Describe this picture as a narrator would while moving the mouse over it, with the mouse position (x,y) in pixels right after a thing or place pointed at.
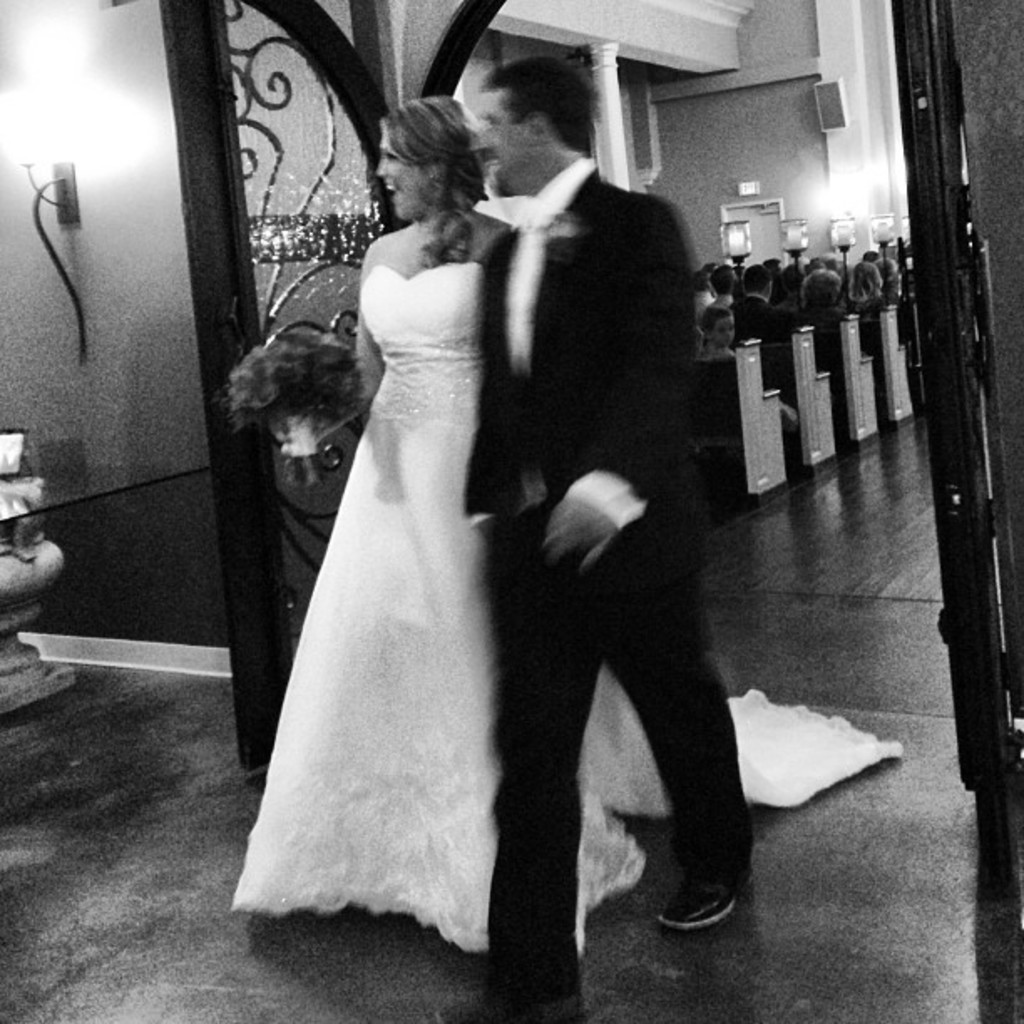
In this black and white image there is a couple (487,614) walking from the entrance (274,628), there is like a pot (43,559), behind that there is a lamp (74,167) on the wall (98,227) and there are open doors (277,8), from the entrance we can see there are a few people (751,322) sitting on the benches (863,322), there are a few lamps (847,227) and there is an object (824,124) hanging on the wall (708,166) and there is a door (770,246).
